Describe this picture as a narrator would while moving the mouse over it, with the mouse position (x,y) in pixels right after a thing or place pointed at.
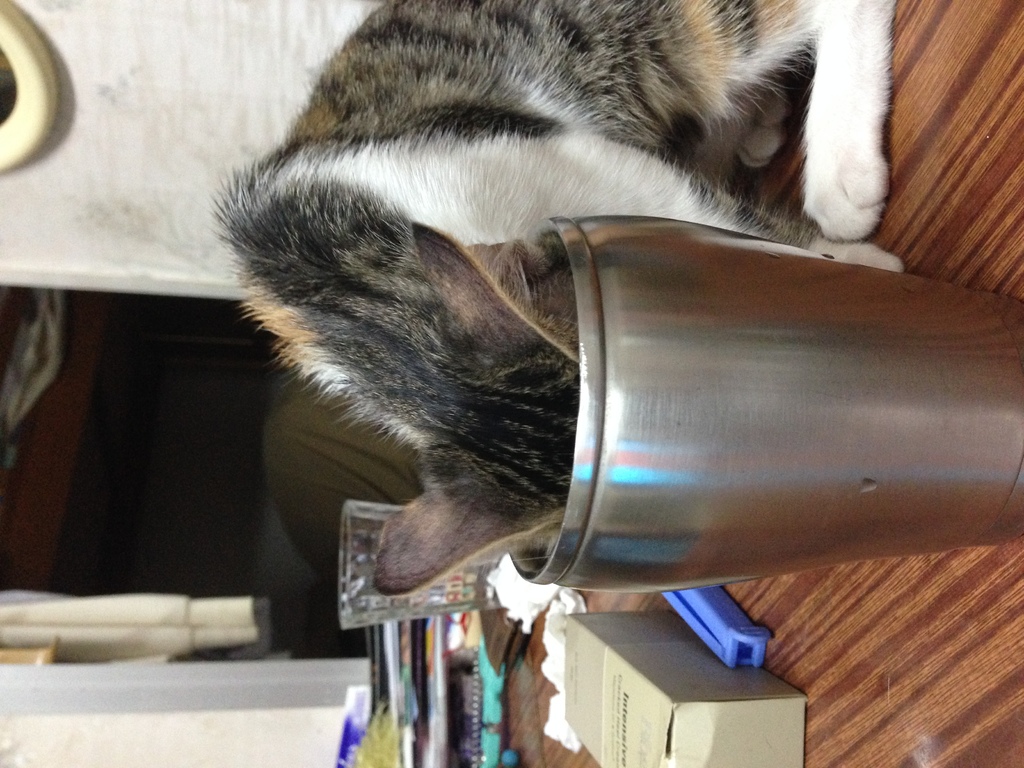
In this picture, it looks like a table (816,669). On the table (810,632) there is a cat (580,202), steel object (711,430), glass (473,600), box (592,629) and some items (470,748). Behind the cat (368,240) there is a wall (167,143) and some blurred objects (130,426).
